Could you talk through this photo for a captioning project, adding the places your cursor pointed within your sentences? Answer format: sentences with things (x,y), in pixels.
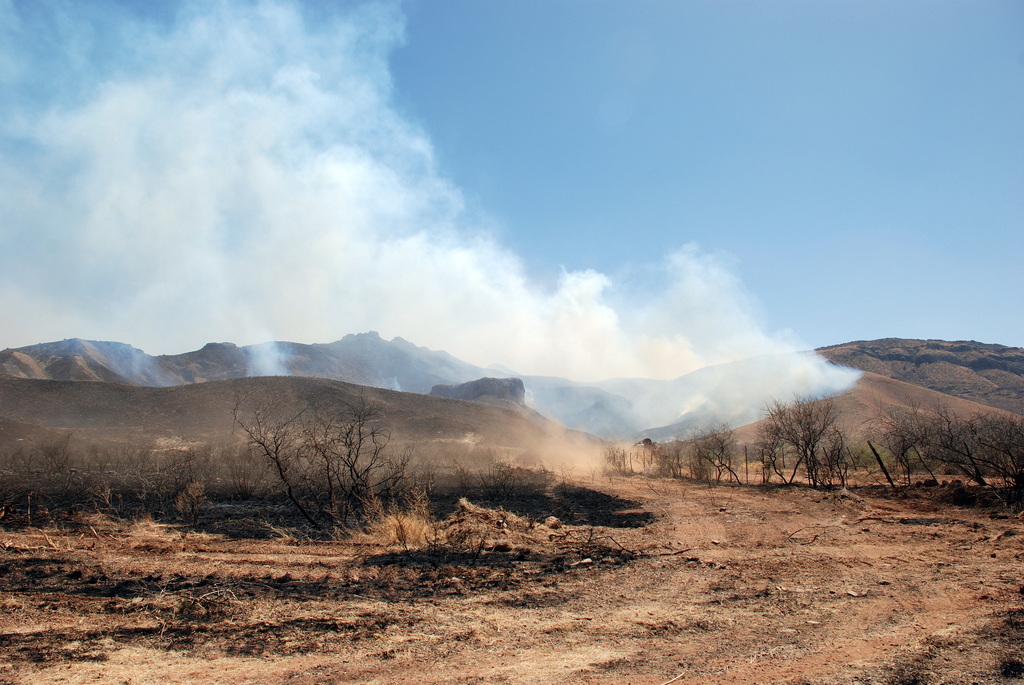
This image consists of trees (287,420) in the middle (350,407). There are mountains (188,360) in the middle (377,359). There is sky (472,178) at the top (473,190). There is smoke (495,312) in the middle (499,357).
